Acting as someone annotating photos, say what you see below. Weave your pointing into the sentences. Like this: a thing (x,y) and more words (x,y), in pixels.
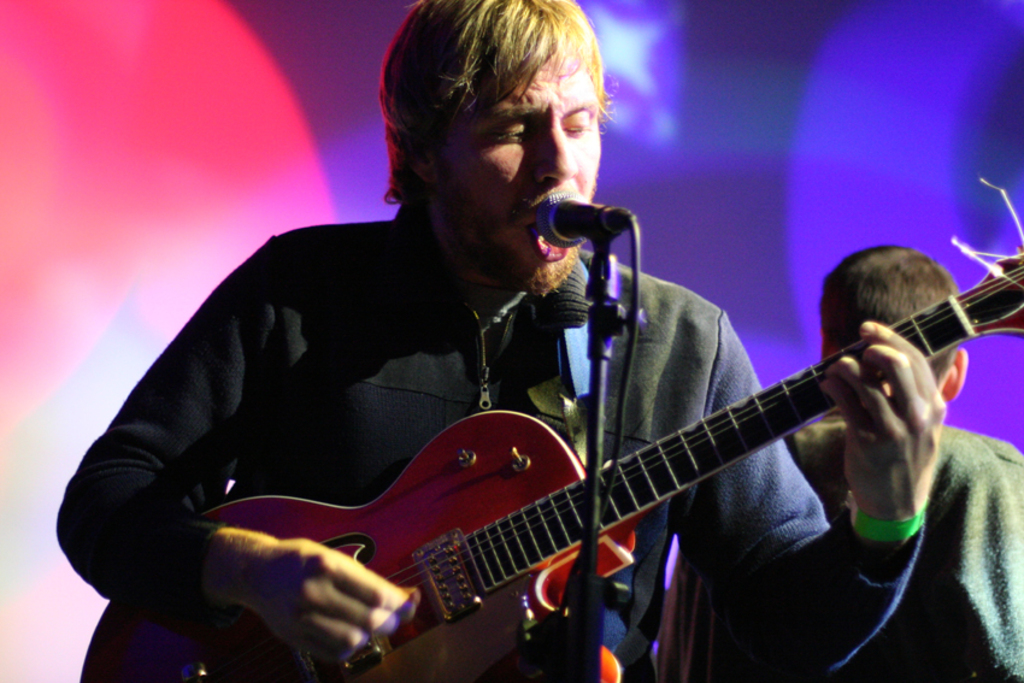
A man (429,293) is singing. He holds a guitar (1011,317) and has mic (578,204) in front of him. He wears a black sweatshirt (180,405). There is a man (884,303) behind him and different shades of light (158,149).
